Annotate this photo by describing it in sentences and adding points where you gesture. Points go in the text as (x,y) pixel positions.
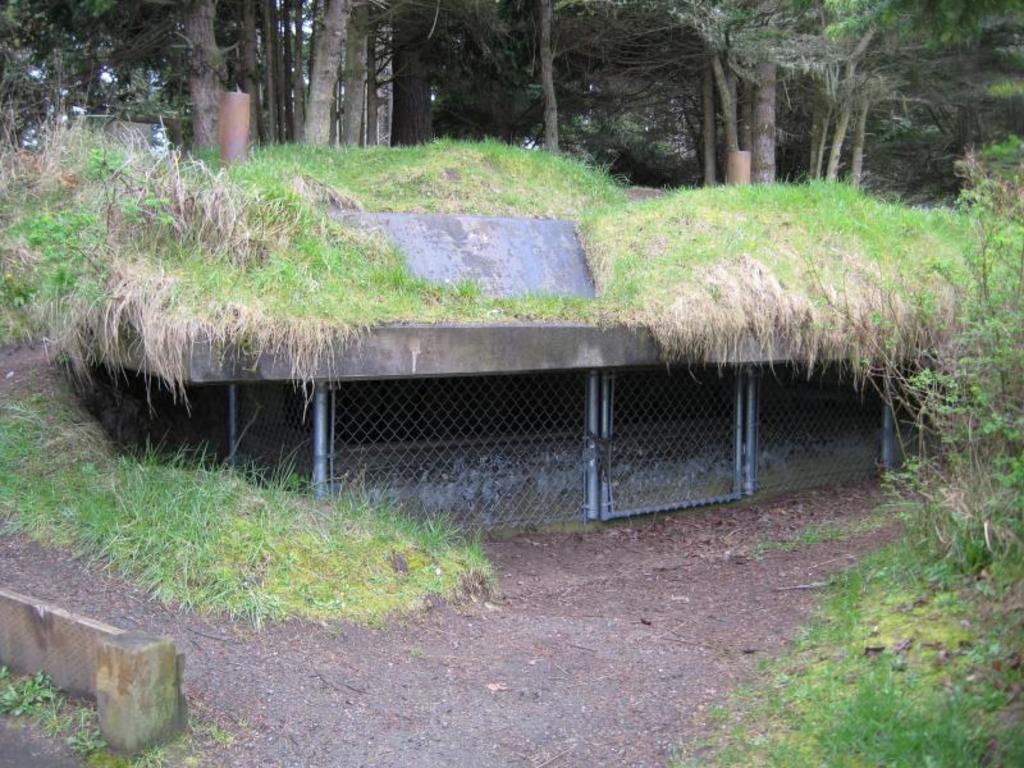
In this picture I can observe grass (311,264) on the land (902,550). On the right side (961,484) there are some plants (979,447). In the background (339,58) there are trees (583,99).
